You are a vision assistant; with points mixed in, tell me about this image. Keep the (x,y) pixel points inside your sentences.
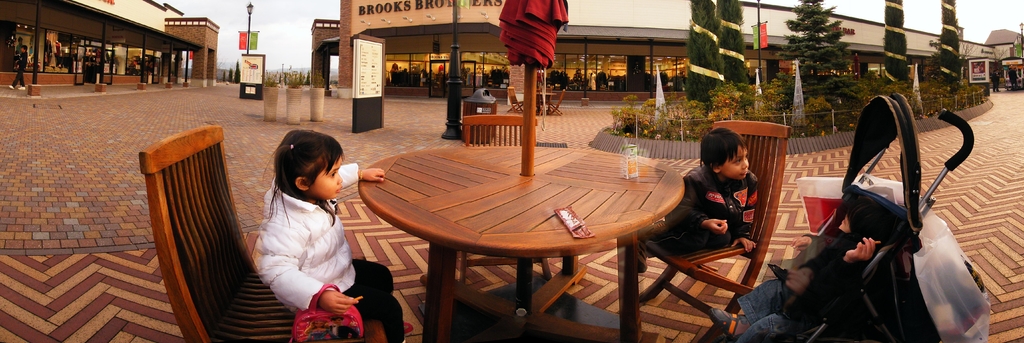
At the foreground of the image (717,192) there are three kids (673,230) sitting on the chairs (676,255) at the left side of the image (340,252) there is a kid (336,272) carrying bag (311,325) and top of the table (549,214) there are some eatable items (575,214) and at the background of the image (621,36) there are some trees (810,54), buildings (618,70).
